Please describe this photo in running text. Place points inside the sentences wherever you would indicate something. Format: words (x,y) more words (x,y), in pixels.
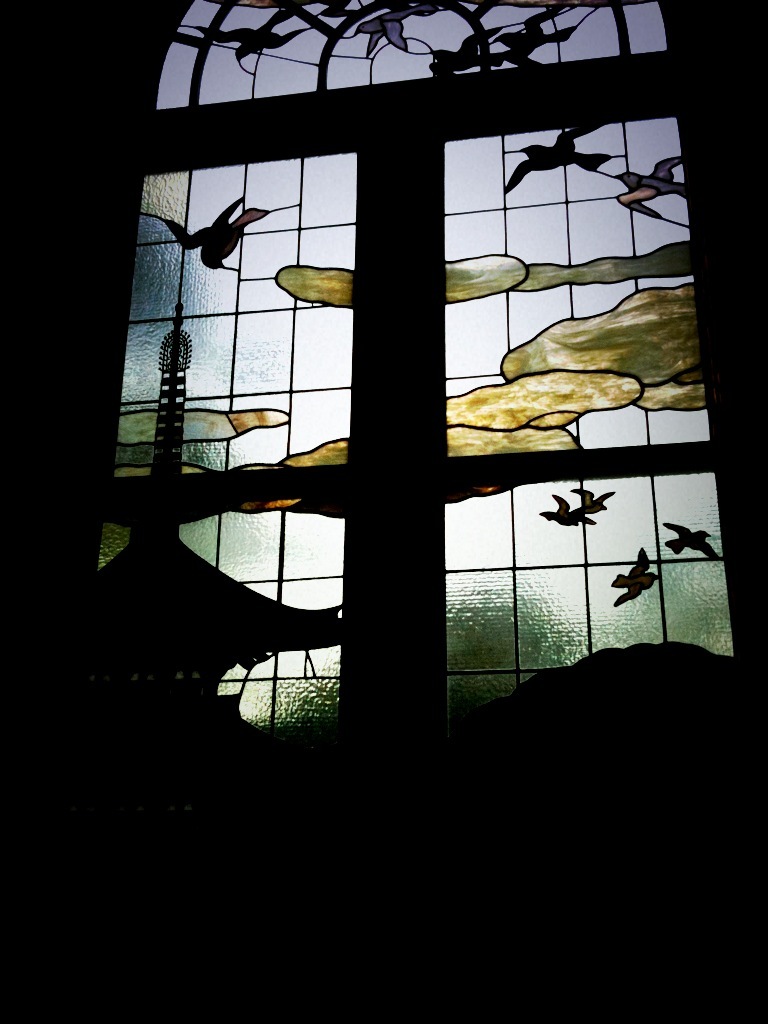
In this picture I can see designer glass window (457,266) and I can see dark background (754,614).
